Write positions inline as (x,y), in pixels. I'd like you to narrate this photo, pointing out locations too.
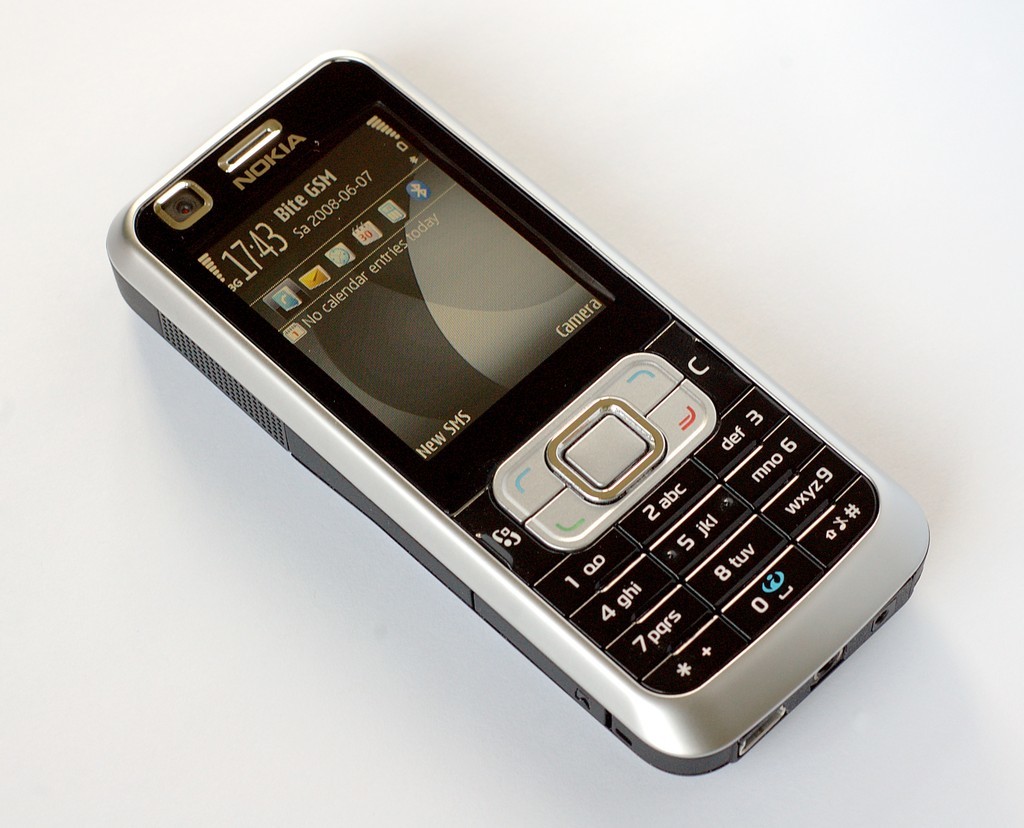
In this image, we can see a mobile (532,507) with keypad (626,557) and screen (464,301) is placed on the white surface (915,375). On the keys (706,509) and screen (382,306), we can see some icons (337,262), text (333,298), numbers (277,253) and symbols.
